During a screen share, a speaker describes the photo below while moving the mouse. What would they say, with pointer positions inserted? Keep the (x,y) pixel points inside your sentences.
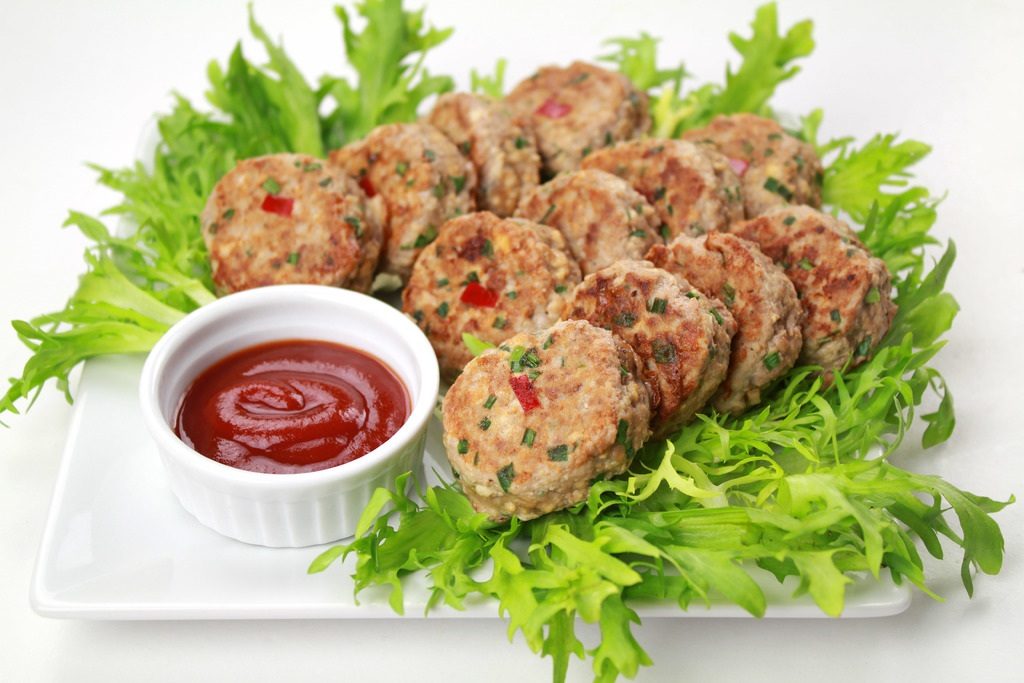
In the picture we can see a white color plate (852,592) on it, we can see some meat patties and around it we can see some leaf vegetable garnish (890,162) and beside it we can see a white color bowl (422,391) with sauce (359,444) in it.
